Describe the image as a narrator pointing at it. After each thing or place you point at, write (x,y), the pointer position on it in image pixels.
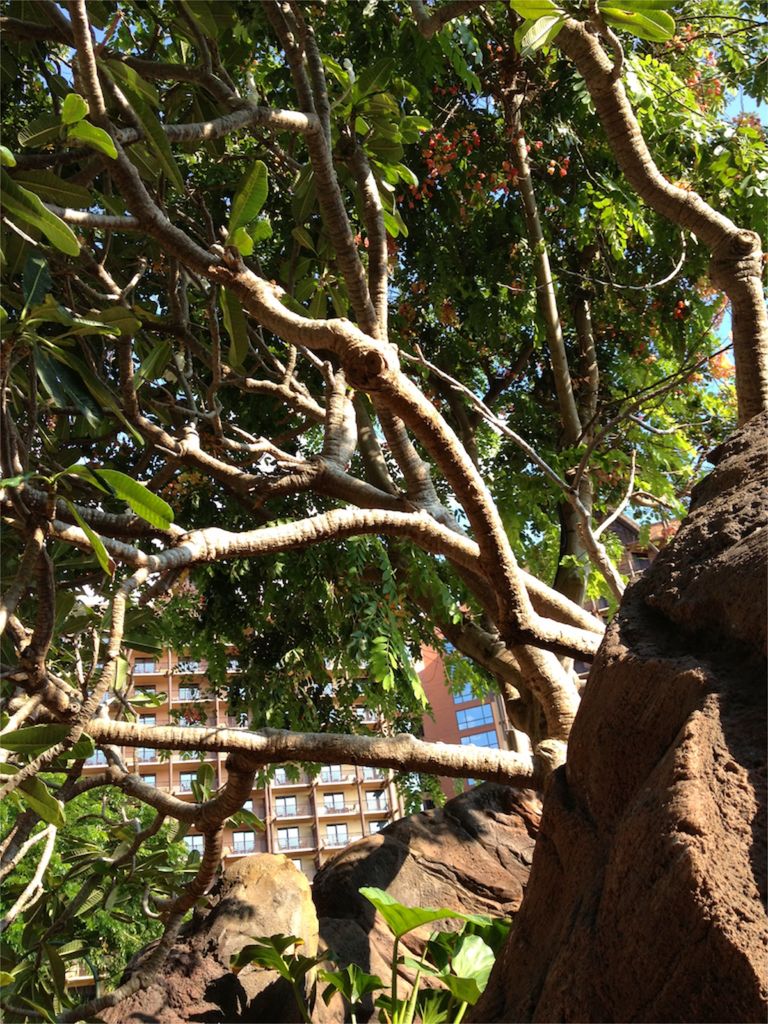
This image consists of trees (378,663) and buildings (336,680). At the bottom (489,909), there are rocks (520,896).
